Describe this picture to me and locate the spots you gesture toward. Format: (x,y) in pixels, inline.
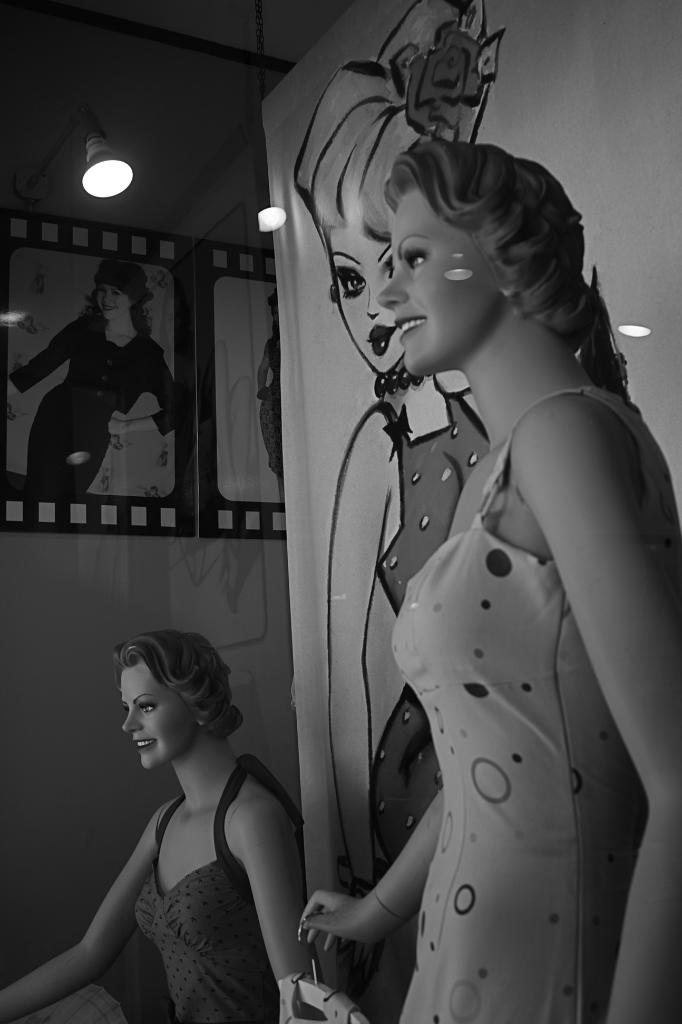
These are mannequins (444,249). Here we can see posters (263,379) and lights (632,328).
